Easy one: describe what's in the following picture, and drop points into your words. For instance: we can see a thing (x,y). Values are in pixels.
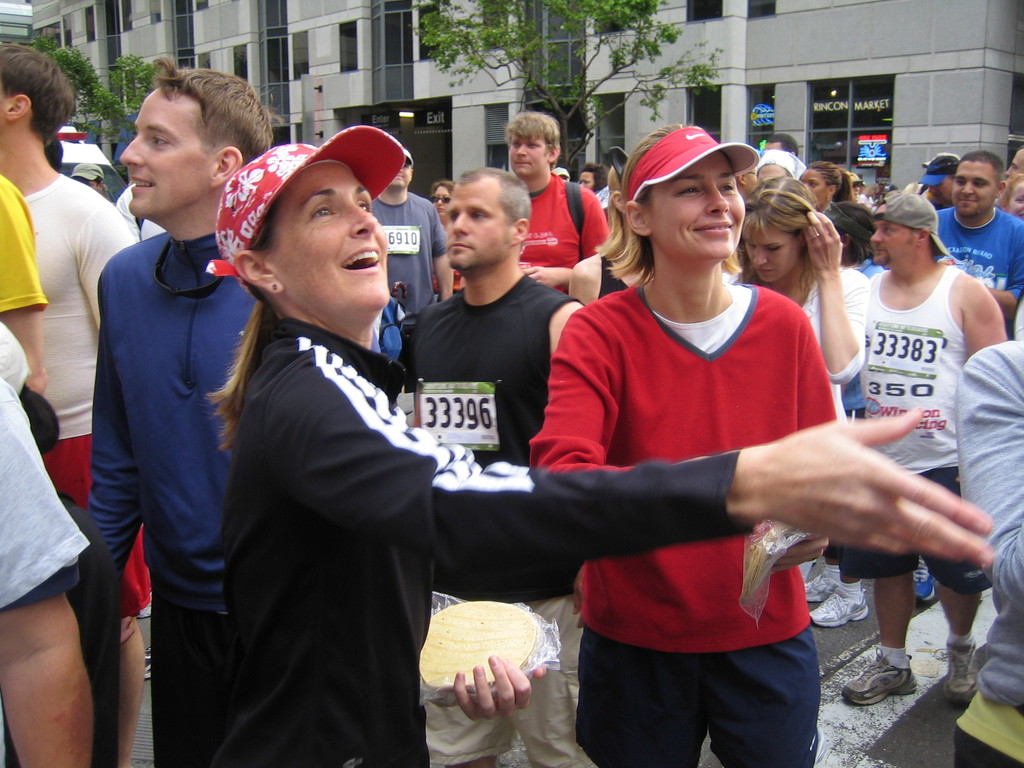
In the image there are many people (98,284) standing on the road (878,722), it seems to be a marathon, in the back (978,41) there are buildings (376,73) with trees (543,68) in front of it.
